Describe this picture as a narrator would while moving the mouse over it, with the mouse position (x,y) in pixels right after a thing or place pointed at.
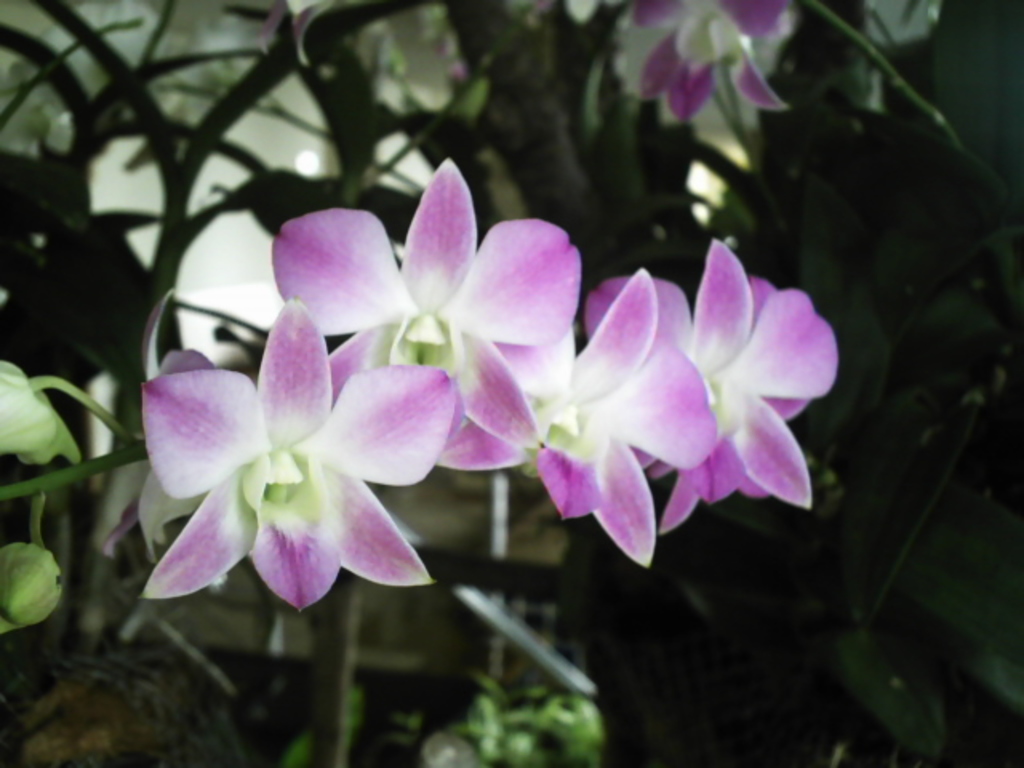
This image is taken outdoors. In this image there are a few plants (817,276) with leaves (129,309), stems (73,392) and flowers (553,431). Those flowers (355,410) are lilac in color.
